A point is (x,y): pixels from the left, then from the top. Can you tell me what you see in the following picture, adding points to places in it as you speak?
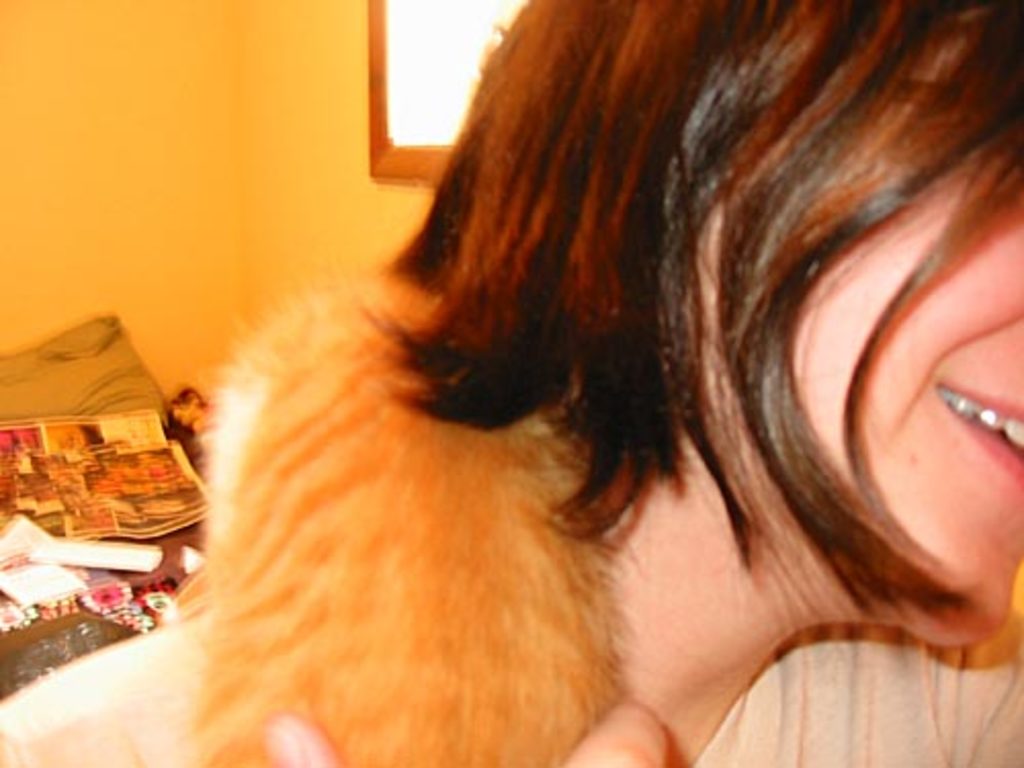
In this picture we can see a person (707,729), here we can see posters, pillow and some objects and in the background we can see a wall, mirror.
